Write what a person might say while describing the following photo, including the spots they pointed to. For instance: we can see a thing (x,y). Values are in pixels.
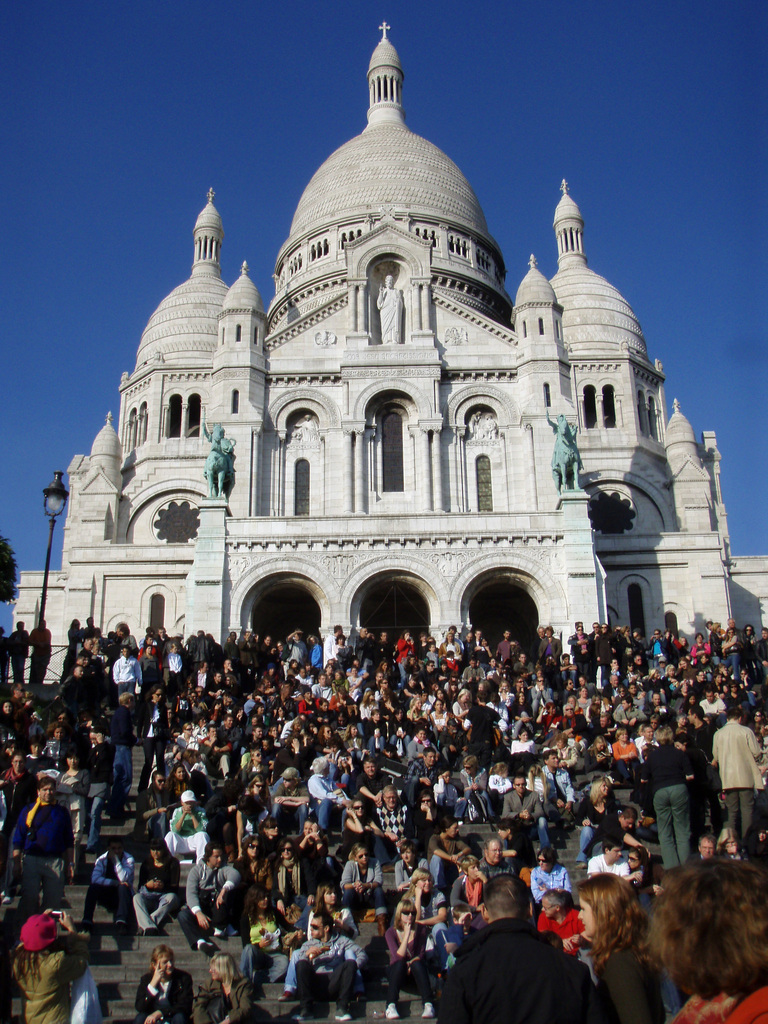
In this image there is the sky (622,146) truncated towards the top of the image (611,95), there is a building (321,400), there are sculptures (554,480) on the building (326,443), there are group of persons (363,761) on the staircase (186,883), there are persons (605,875) truncated towards the bottom of the image (700,977), there are persons (679,963) truncated towards the right of the image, there are persons (17,704) truncated towards the left of the image (21,773), there are persons (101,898) holding an object (84,977), there is a light (61,487), there is a pole (54,527), there is an object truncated towards the left of the image (14,577).
